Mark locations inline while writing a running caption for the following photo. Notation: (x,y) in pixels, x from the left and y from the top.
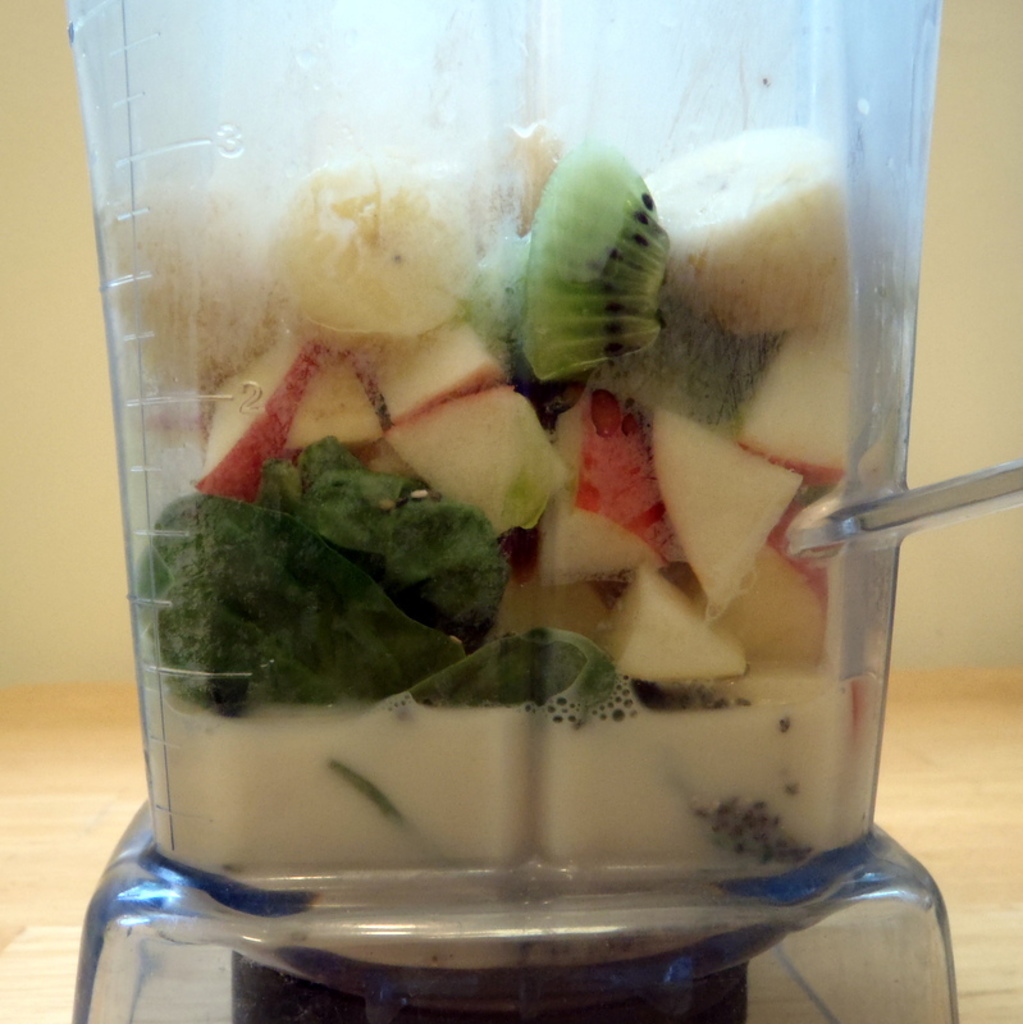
In this picture I can see fruit pieces (582,452) in a jar (495,218).
